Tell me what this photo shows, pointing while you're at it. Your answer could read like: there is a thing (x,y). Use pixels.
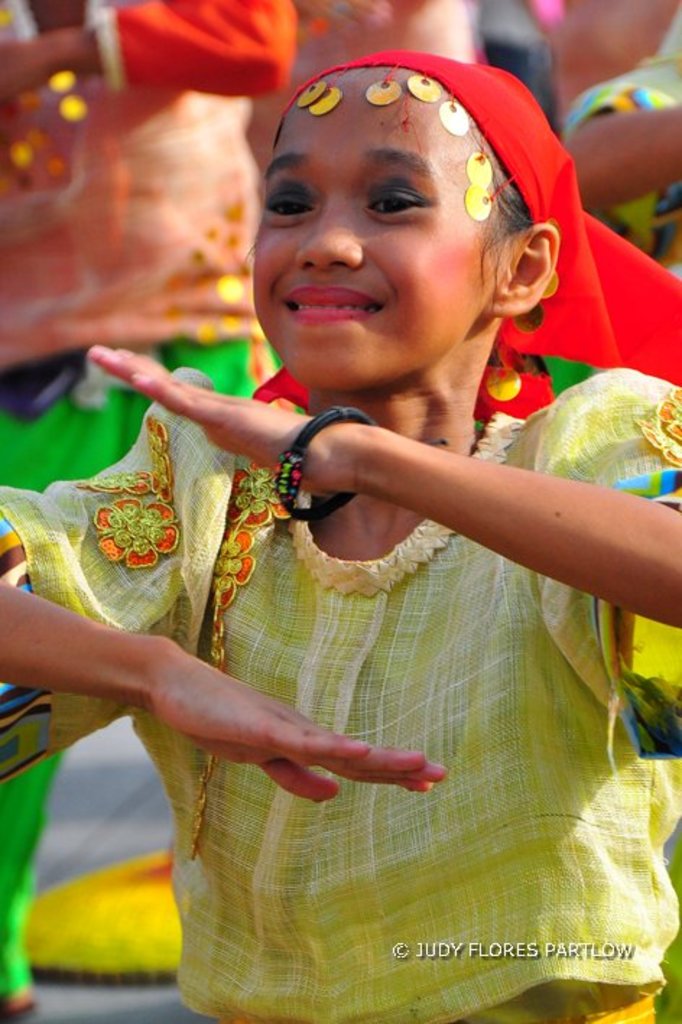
In this image we can see a few people (413,477) are dancing.
